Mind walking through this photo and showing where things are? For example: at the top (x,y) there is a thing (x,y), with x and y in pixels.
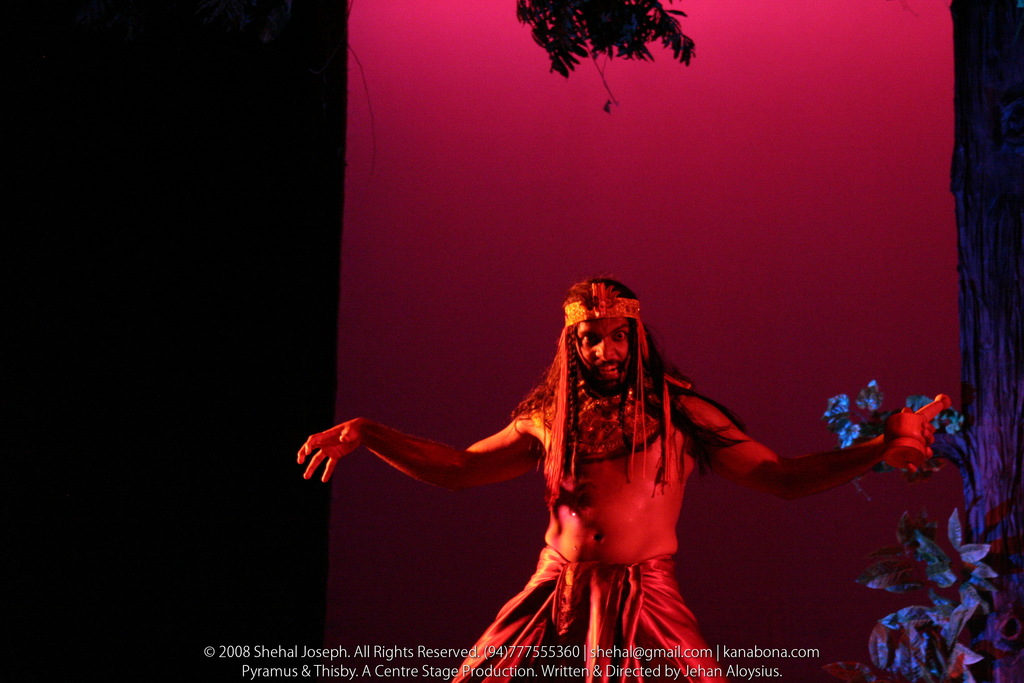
In this picture I can see a person (620,454) in the middle (653,452), at the bottom (664,675) there is the text (662,662). On the right side (1015,31) it looks like a tree (967,249).
